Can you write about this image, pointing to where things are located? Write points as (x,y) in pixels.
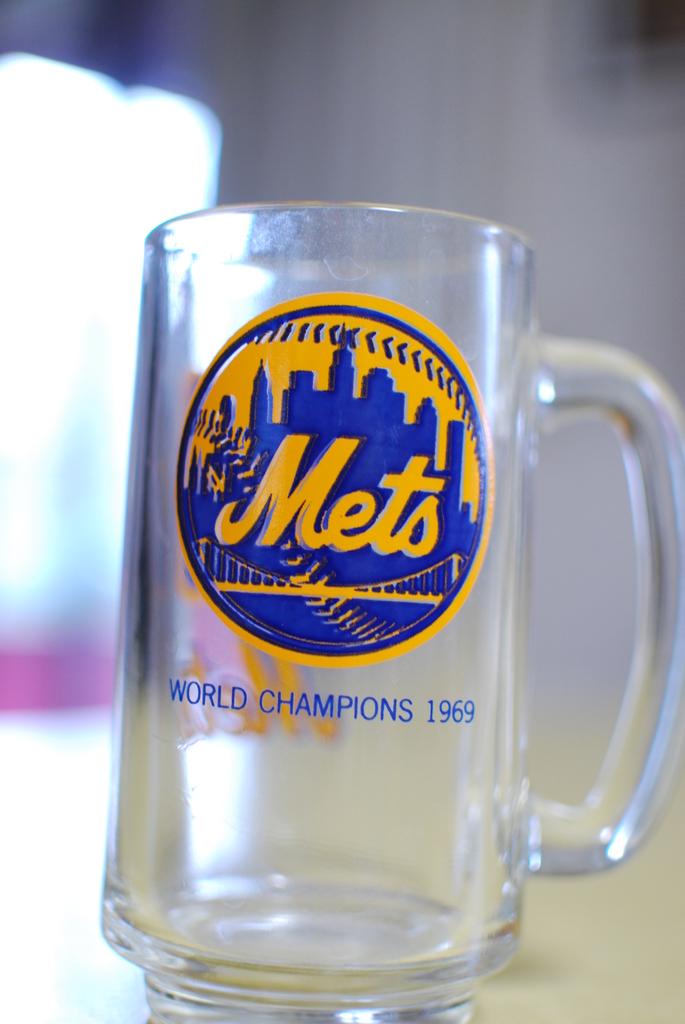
In this image I can see a glass (309,518) with the name (345,510) Mets.
